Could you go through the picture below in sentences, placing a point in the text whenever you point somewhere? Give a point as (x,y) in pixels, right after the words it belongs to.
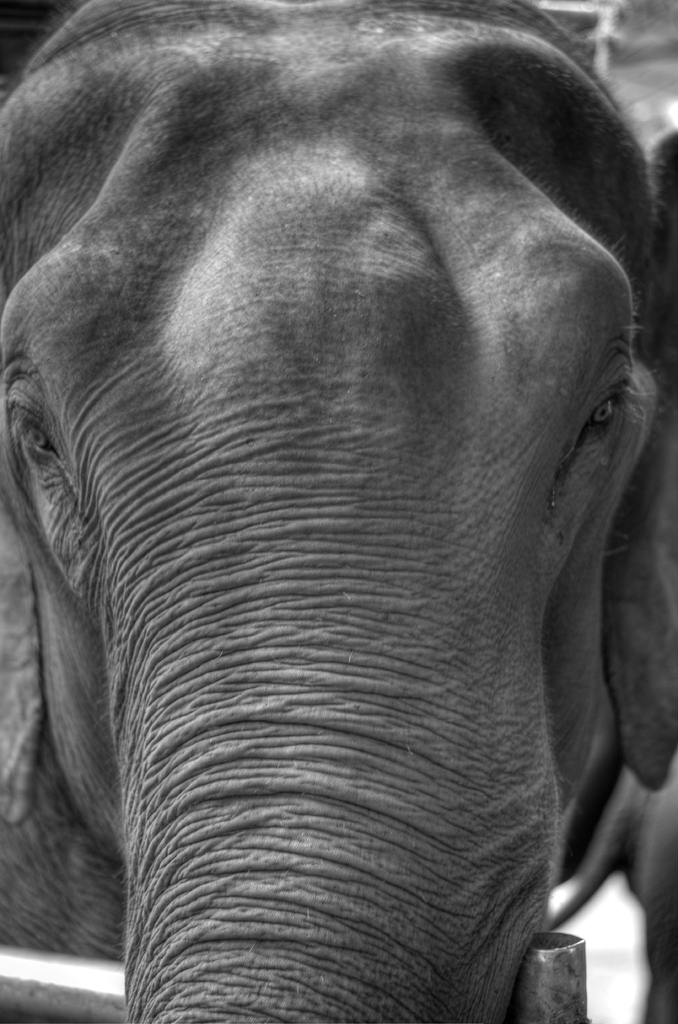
In this picture there is a close view of the elephant trunk (385,845).
